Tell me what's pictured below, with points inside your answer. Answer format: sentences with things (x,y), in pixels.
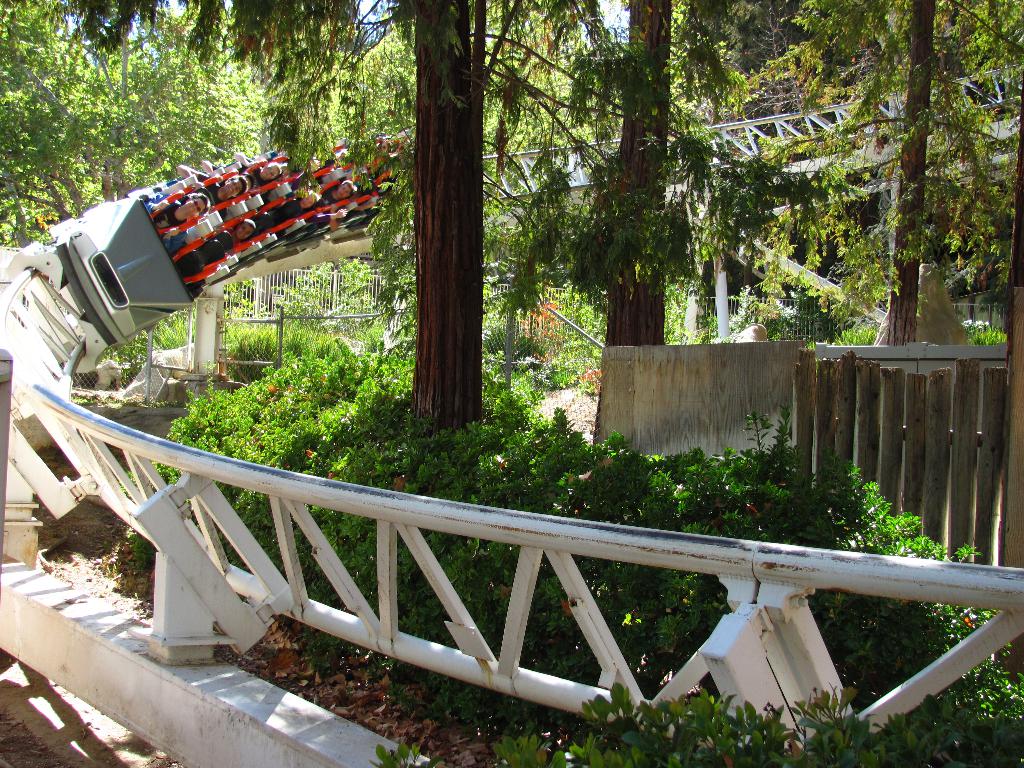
This image is taken outdoors. In the background (97,139) there are many trees (474,96) with leaves (236,116), stems (126,85) and branches (290,14). There is a fence (145,372). There are a few plants (526,438) on the ground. In the middle of the image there is a roller coaster (154,220) moving on metal rods (255,567). Many people (274,212) are sitting on the roller coaster (265,238). There are many plants (350,389) on the ground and there are a few wooden sticks (867,412).
